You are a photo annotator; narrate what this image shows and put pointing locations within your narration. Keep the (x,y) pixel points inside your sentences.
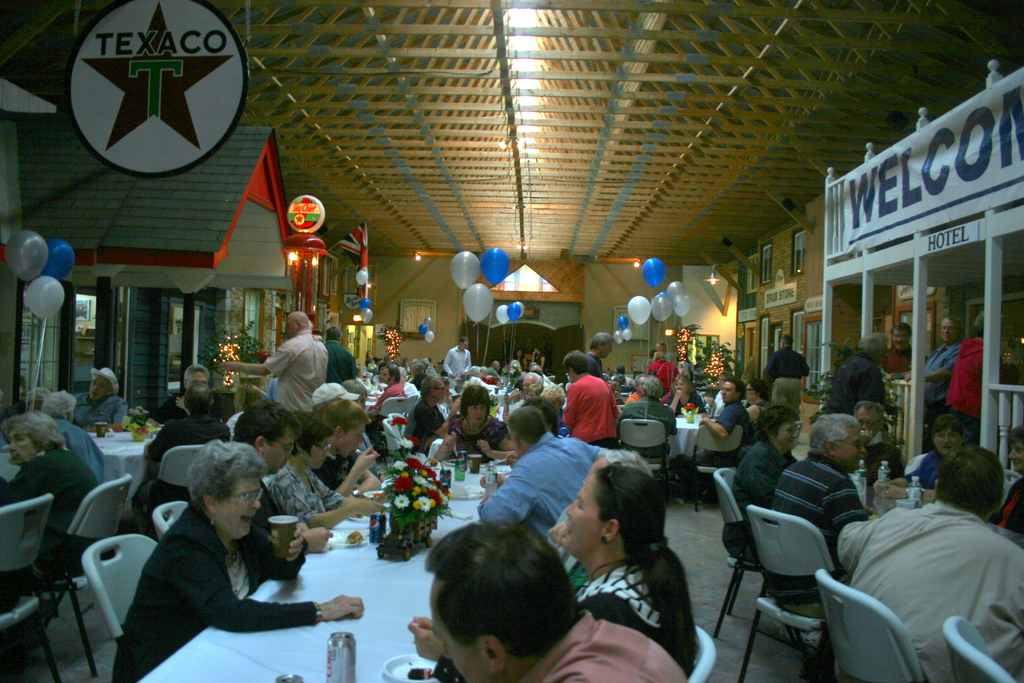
In this image we can see people (249,553) sitting on the chairs (387,425) and some are standing on the floor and tables (340,592) are placed in front of them. On the tables (366,591) we can see beverage tins (330,666), serving plates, flower vases (416,532) and paper napkins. In the background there are name boards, balloons (673,287), electric lights (317,219), wall hangings (773,301) to the wall (728,320) and decor lights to the plants (243,335).
